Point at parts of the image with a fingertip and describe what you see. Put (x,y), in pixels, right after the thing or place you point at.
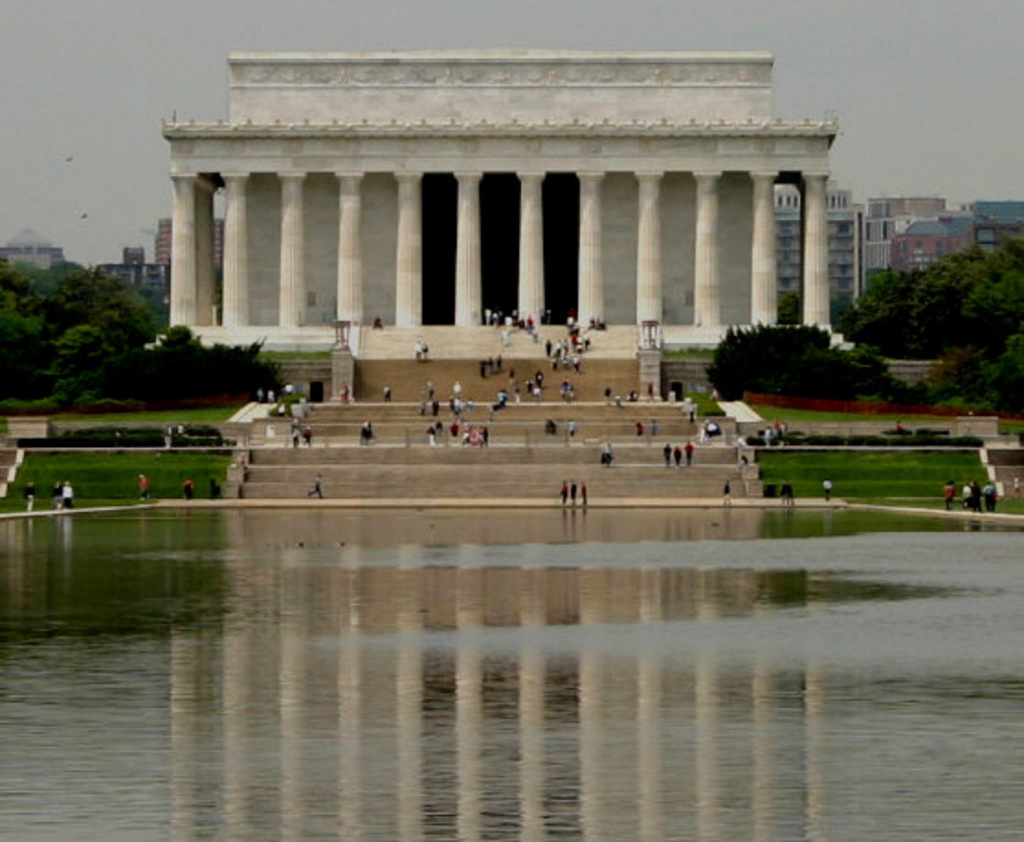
In this image at the bottom (638,611) there is one pond (617,625) and in the center (353,333) there is one building (607,244) and some people (651,430) are walking and some of them are standing and also there are some stairs (449,412). In the background (879,254) there are some buildings (787,273) and trees (146,325).
